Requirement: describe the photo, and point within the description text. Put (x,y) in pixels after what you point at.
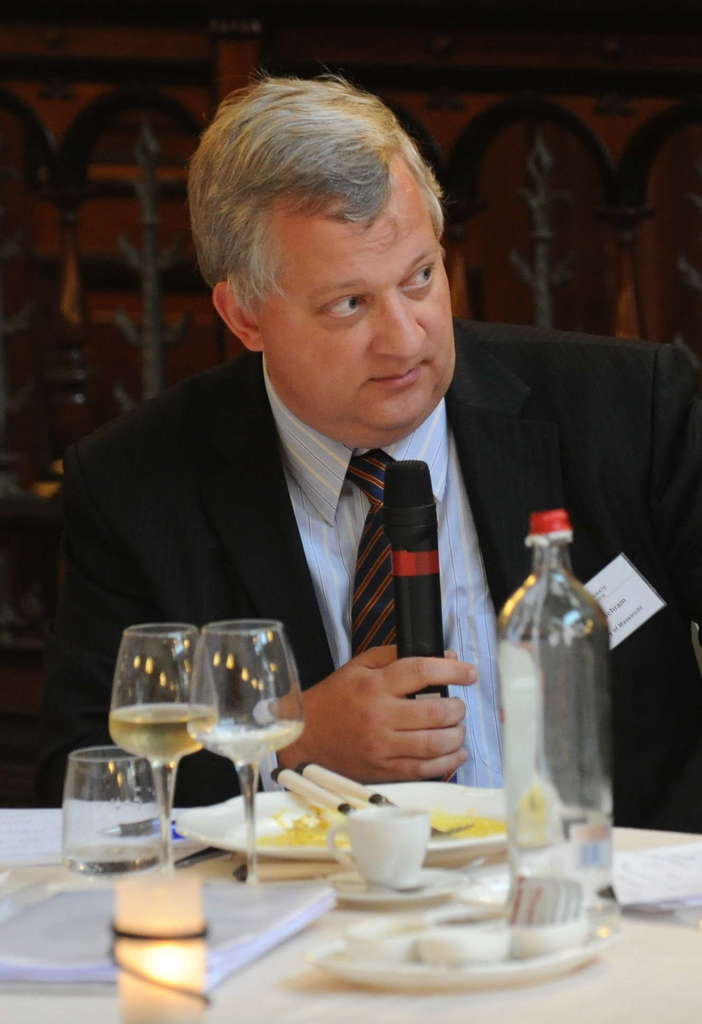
In this image in the center (335,554) there is one man (332,588) who is sitting and he is holding a mike (420,585) in front of him there is one table (77,881) on the table (230,824) there are bottles (542,718), glasses (233,668), plates (267,801), and one cup (385,829) and spoons (361,798) are there on the table (300,953).
